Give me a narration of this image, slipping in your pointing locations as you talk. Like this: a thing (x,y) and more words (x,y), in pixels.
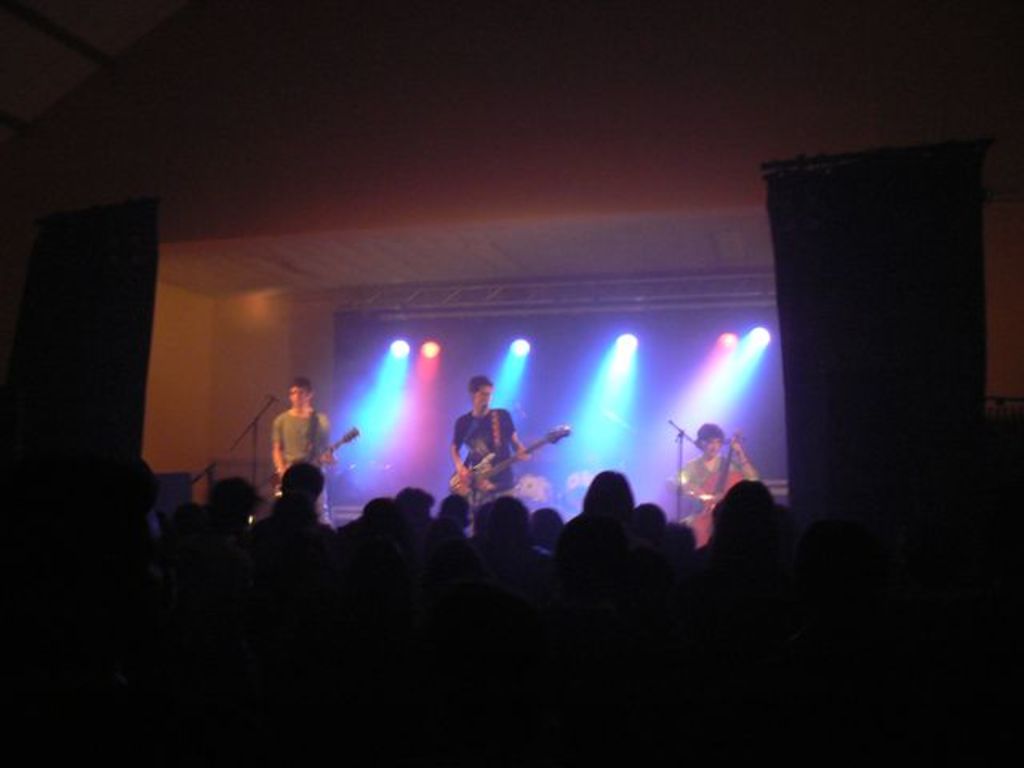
There are two persons (486,430) standing and playing guitar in front of a mic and there is another person (690,484) sitting and playing cello (718,478) in front of mic (680,477) beside them and there are audience (474,558) in front of them.
